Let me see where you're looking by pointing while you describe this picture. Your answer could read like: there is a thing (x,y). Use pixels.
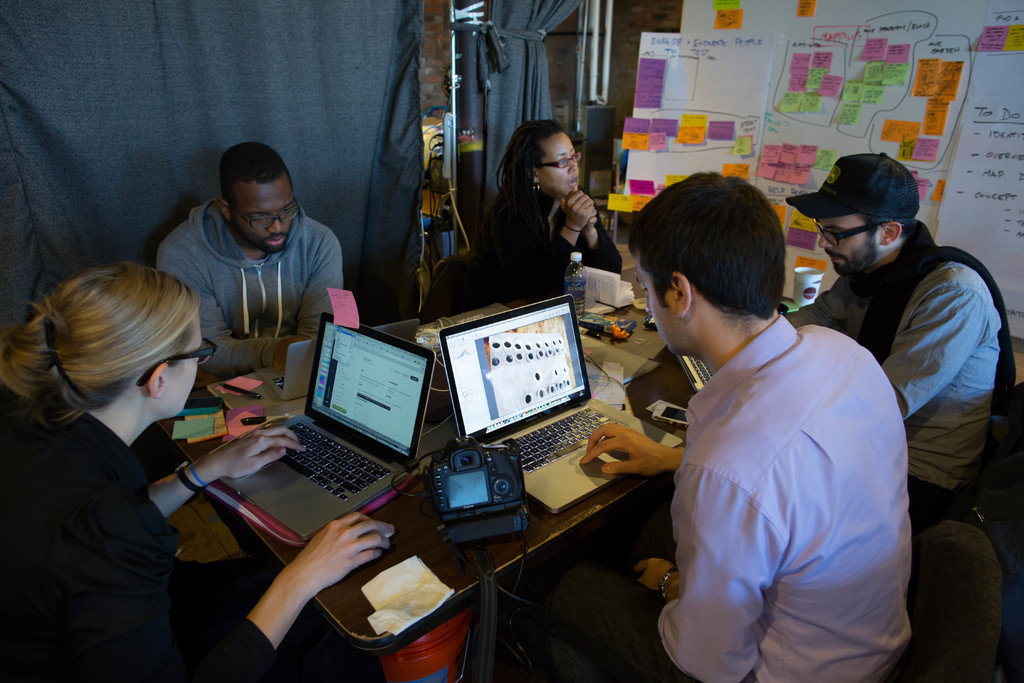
In this image, there are some persons (233,287) wearing clothes (218,297) and sitting in front of the table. This table (651,357) contains laptops (526,402) and bottle (581,292). There are sticky notes (828,87) in the top right of the image (933,128). There is a curtain (151,39) in the top left of the image (138,77).
